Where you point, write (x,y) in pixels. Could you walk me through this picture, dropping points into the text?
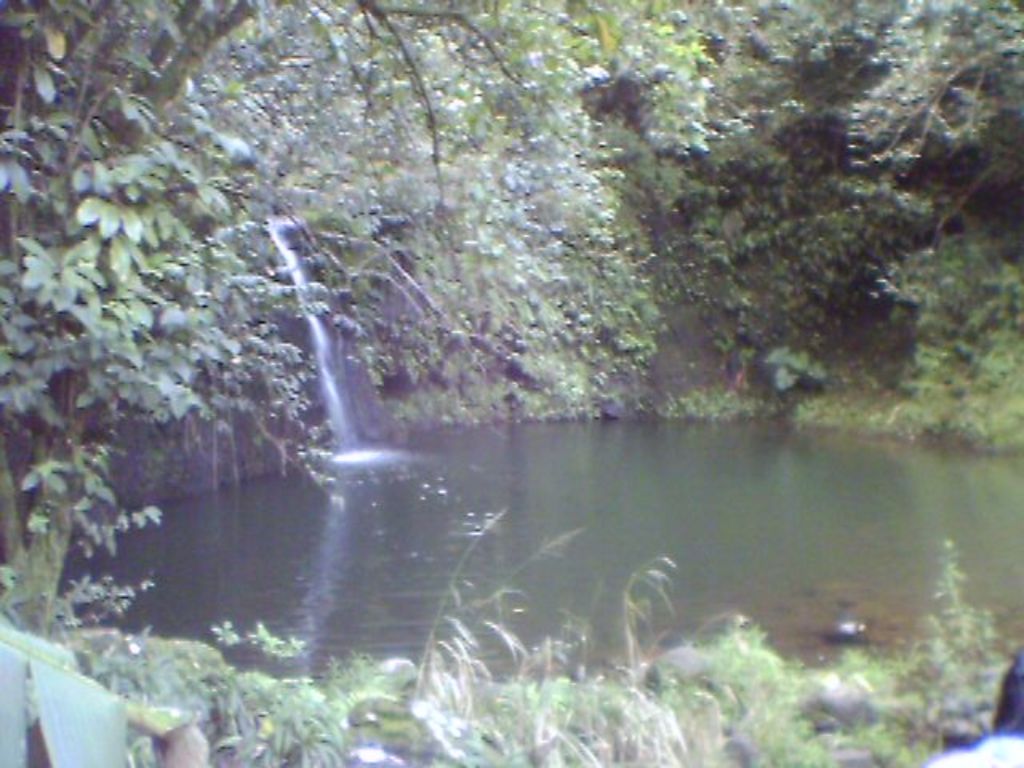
In this image we can see a waterfall (342,445). There is water (444,506) at the bottom (325,577). In the background of the image (359,273) there are trees (471,150). At the bottom of the image (472,732) there is grass (481,729).
